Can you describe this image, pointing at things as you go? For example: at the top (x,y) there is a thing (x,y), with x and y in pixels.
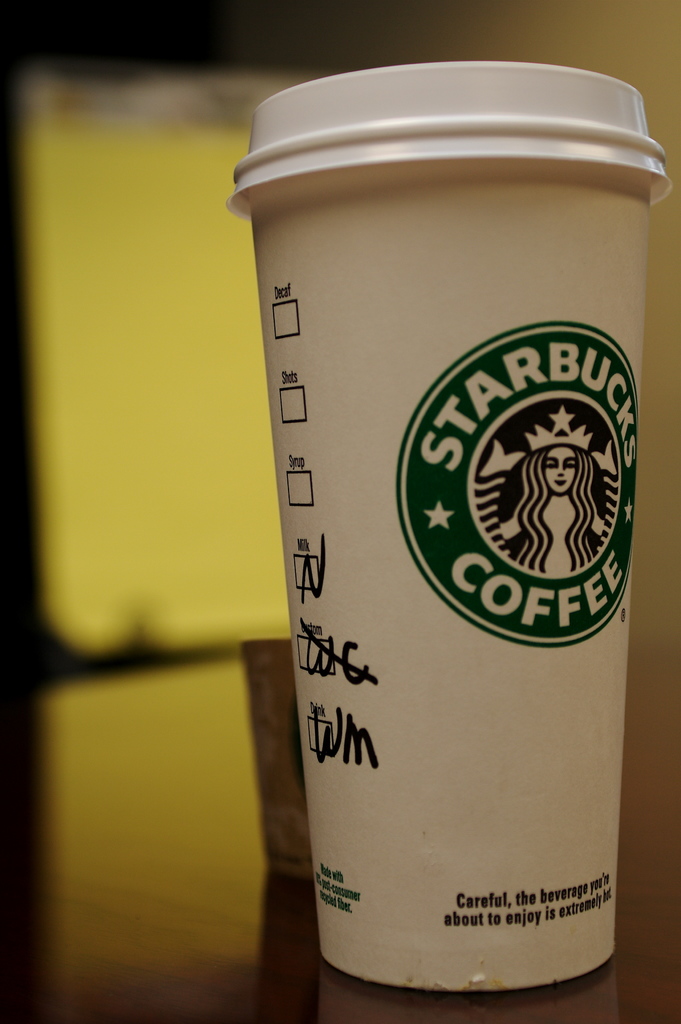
In this image we can see few objects (274,799) on the table (266,935). There is a reflection (156,944) on the wooden surface (242,930). There is an object (158,412) at the left side of the image (155,414).
